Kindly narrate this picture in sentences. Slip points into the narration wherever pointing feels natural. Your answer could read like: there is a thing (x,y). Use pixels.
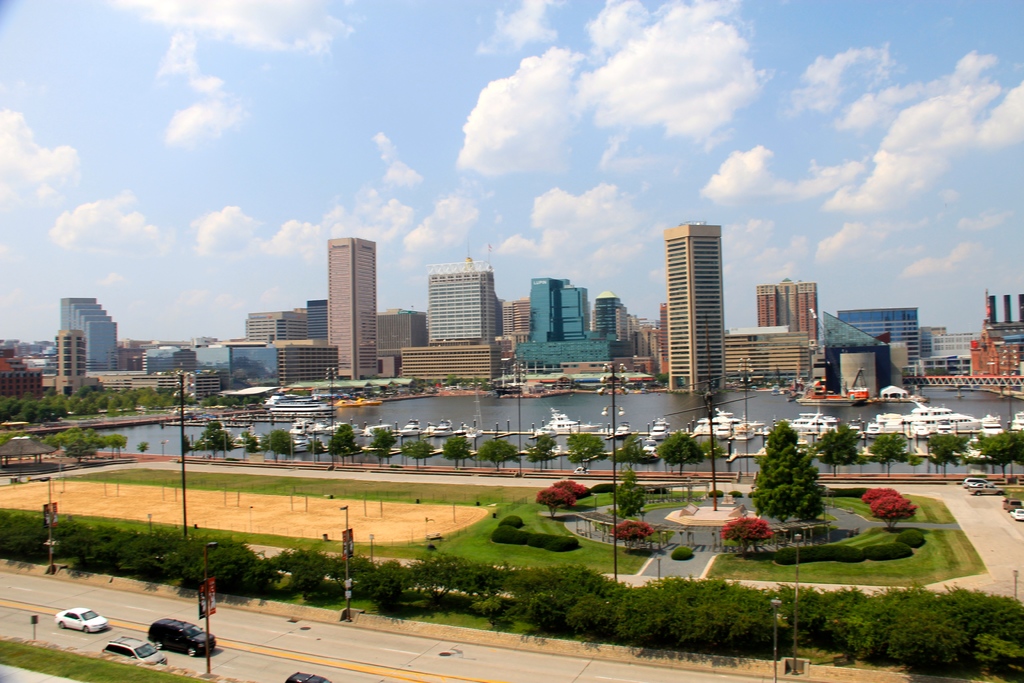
In this picture we can see there are ships (318,402) on the water (359,415). Behind the ships (882,429) there are buildings (931,330) and the sky (568,106). In front of the ships (832,422) there are trees (217,440), poles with boards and some vehicles (68,611) on the road (59,639).
